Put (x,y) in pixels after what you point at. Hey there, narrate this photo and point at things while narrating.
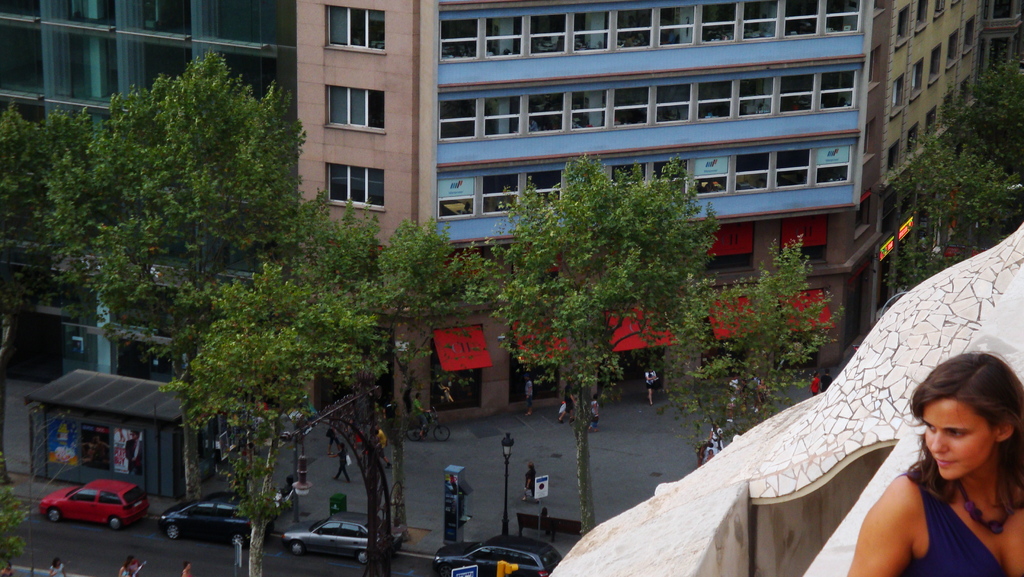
In this picture we can see few trees (254,484), vehicles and group of people (386,454), in the background (508,331) we can find few buildings (64,324), poles (540,500), lights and sign boards (542,487).
